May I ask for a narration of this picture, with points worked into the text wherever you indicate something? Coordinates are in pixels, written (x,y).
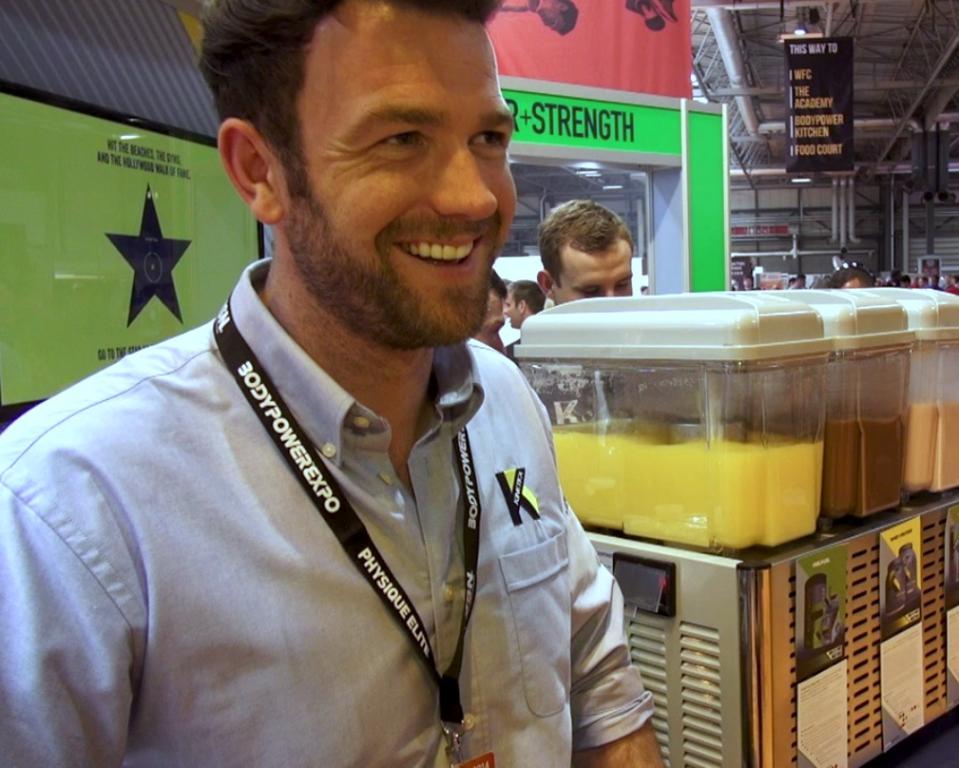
In the foreground of this image (297,710), there is a man (356,583) wearing an ID card (427,654). Behind him, there are few containers (713,432) which look like juicers (740,598) and in the background (587,277), there are few people (596,292), a banner (820,70) to the roof (828,22) of the shed (842,12) and it seems like there is a stall (568,119) behind the person (258,712).
